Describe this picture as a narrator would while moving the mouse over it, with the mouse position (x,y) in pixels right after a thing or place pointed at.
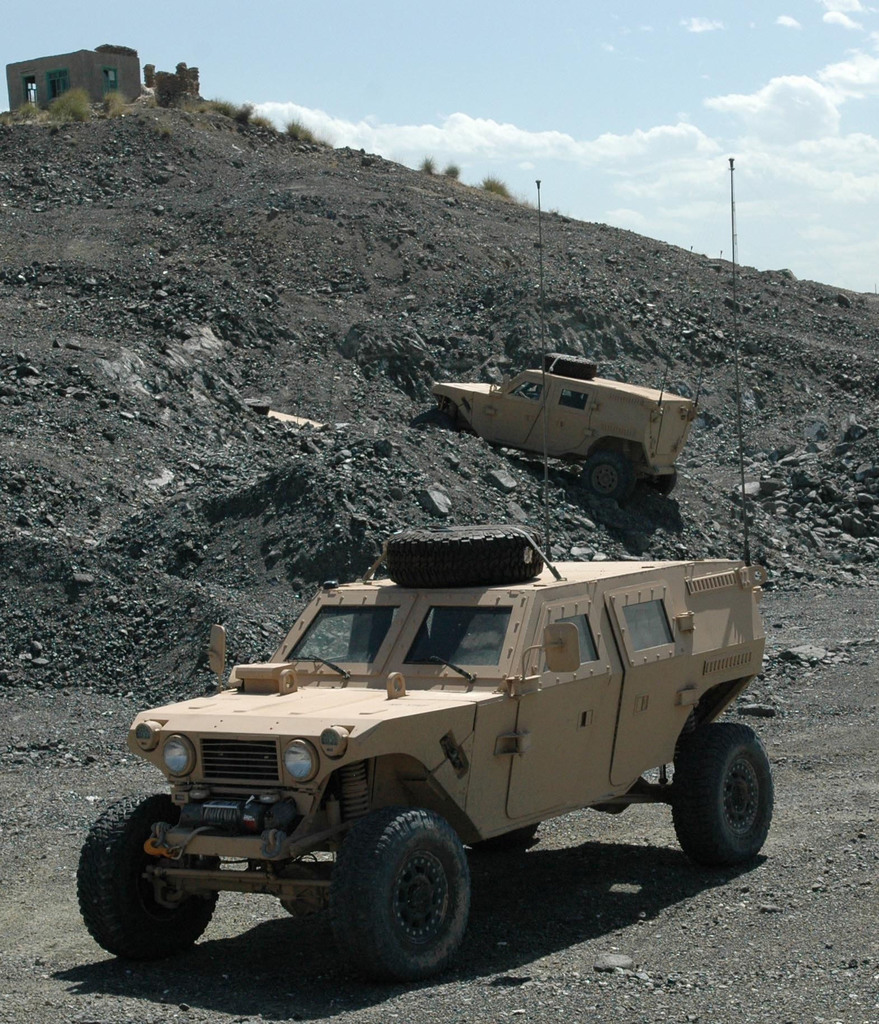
In this image I can see few vehicles (357,655) and they are in cream color. In the background (299,128) I can see few plants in green color and I can also see the house (105,48) and the sky (57,44) is in white color.
